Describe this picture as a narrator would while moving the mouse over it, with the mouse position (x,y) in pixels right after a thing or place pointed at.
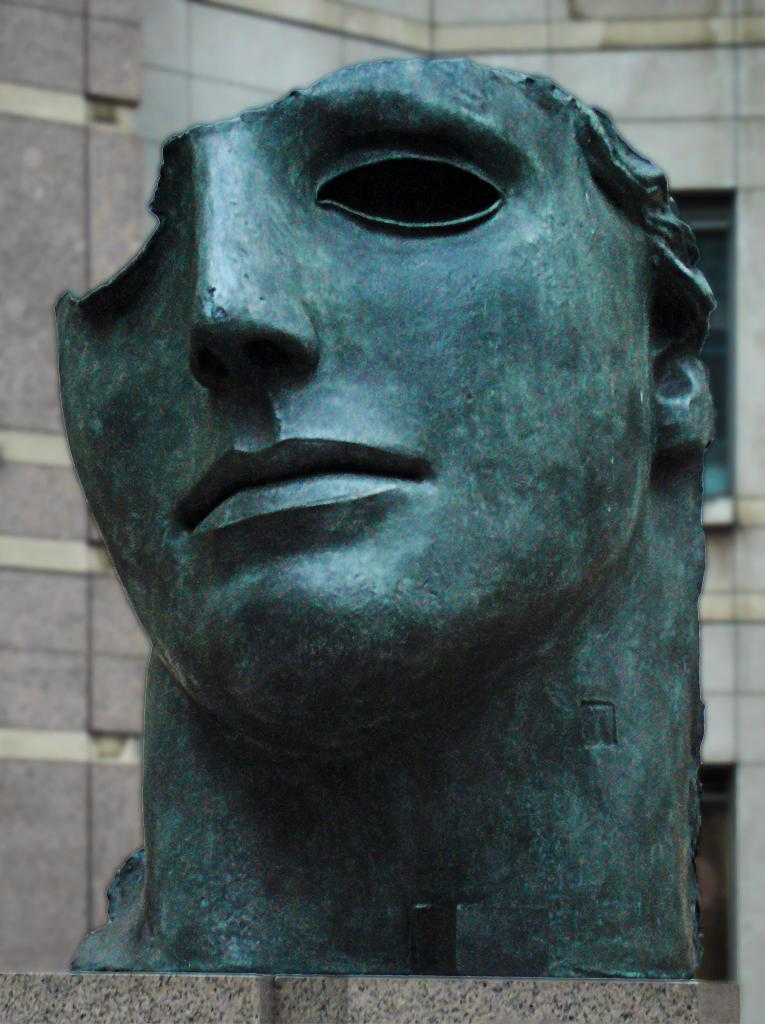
In this picture I can observe a sculpture of a human face (419,514). This is in green color. In the background (54,479) there is a building (247,65).
